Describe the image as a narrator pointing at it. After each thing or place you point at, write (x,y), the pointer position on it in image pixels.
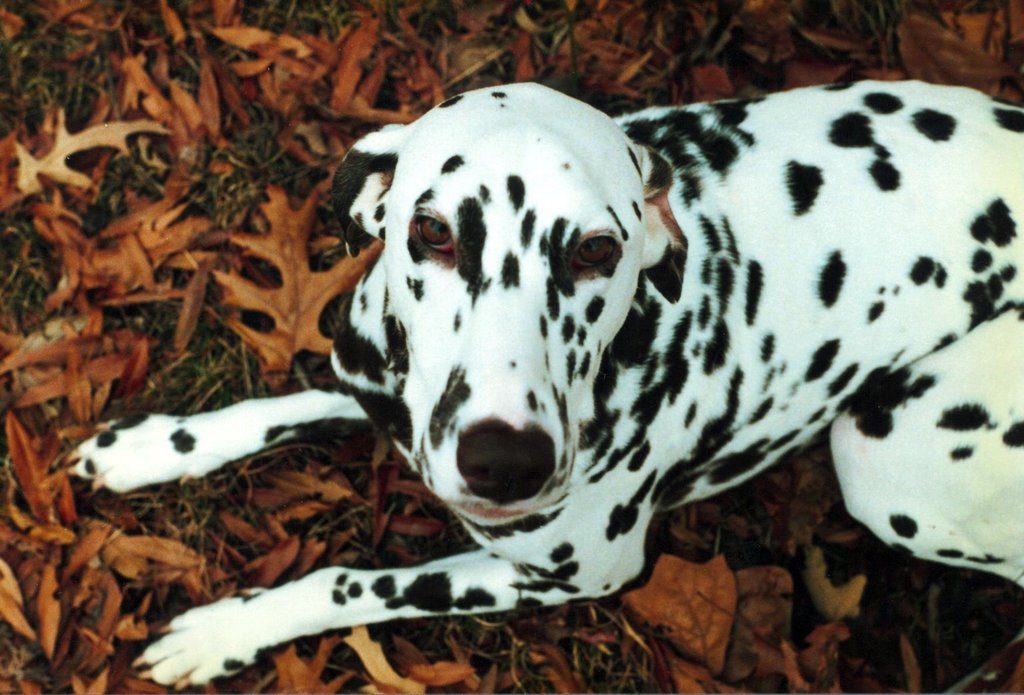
Here we can see a dog (490,314) is lying on the ground (169,257) and there are leaves (89,340) and grass (160,395) on the ground (154,490).
